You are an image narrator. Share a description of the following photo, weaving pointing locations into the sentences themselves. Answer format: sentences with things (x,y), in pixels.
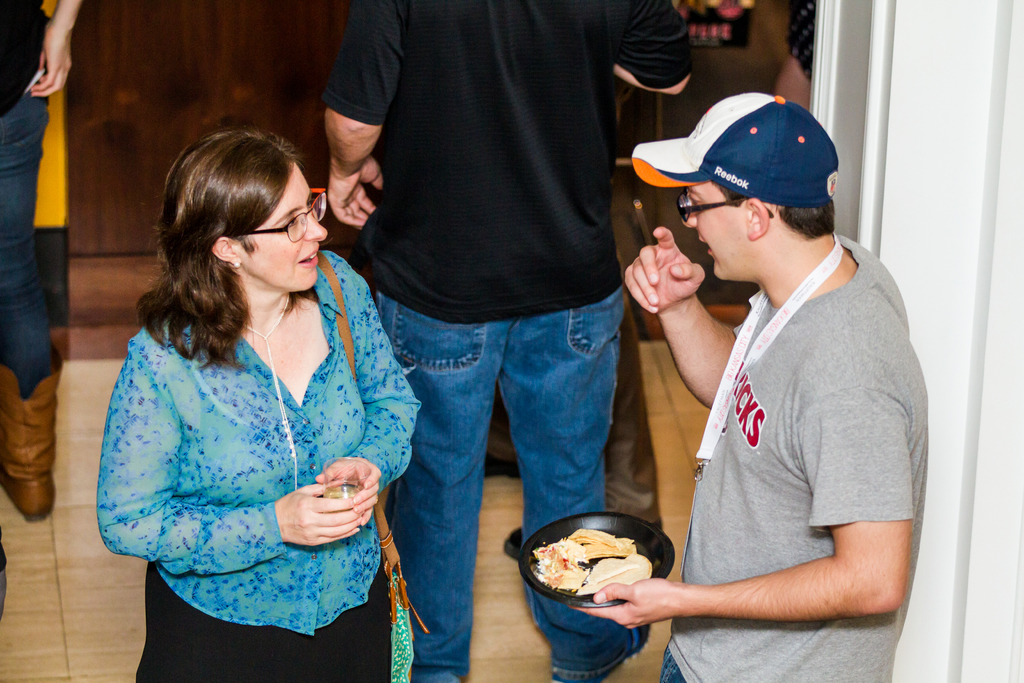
In this image I can see the group of people (343,278) with different color dresses (417,365). I can see one person (630,288) with the cap (685,163) and two people (319,232) with the specs (299,236). One person (620,594) holding the plate (591,598) with food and another person (360,510) holding the glass (345,480). In the background (127,181) I can see the wooden wall (180,86).
